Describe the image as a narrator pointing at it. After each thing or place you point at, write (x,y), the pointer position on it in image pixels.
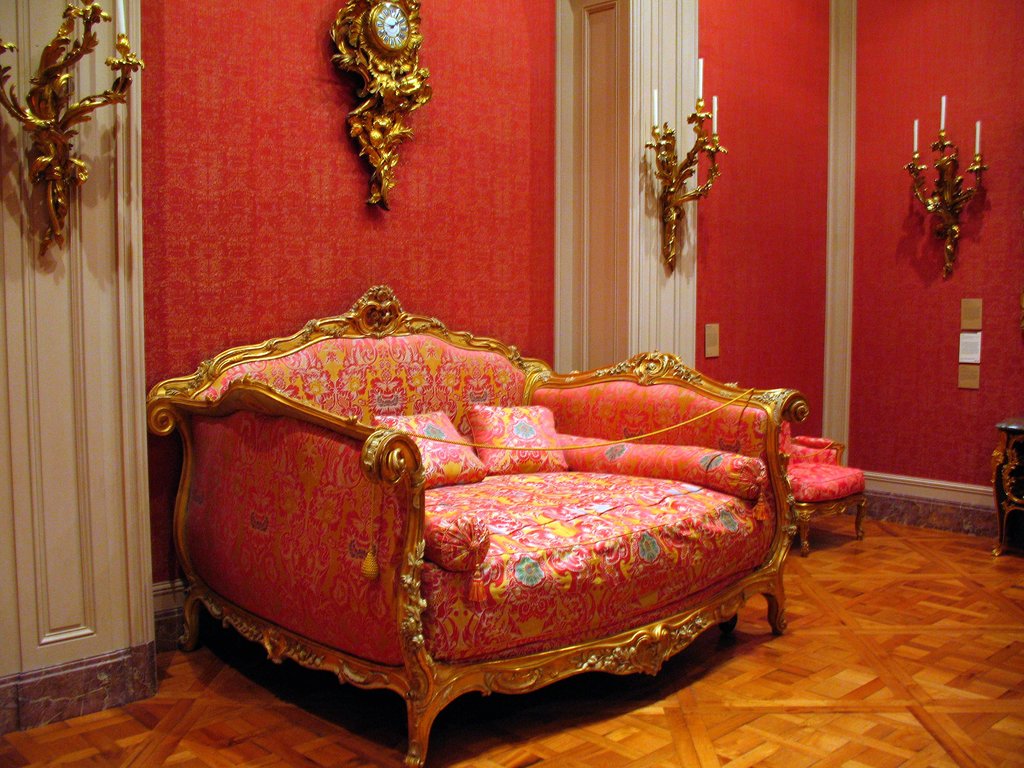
In this image we can see a couch (513,511) and on the couch (424,508) we can see the cushions (464,466). Beside the couch (422,353) we can see a chair (828,502). Behind the couch (312,323) we can see a wall (335,279). On the wall (428,150) we have a wall clock (387,49) and three wall mounted candle holders (956,189). On the right side (996,470), we can see a table (1001,526).
